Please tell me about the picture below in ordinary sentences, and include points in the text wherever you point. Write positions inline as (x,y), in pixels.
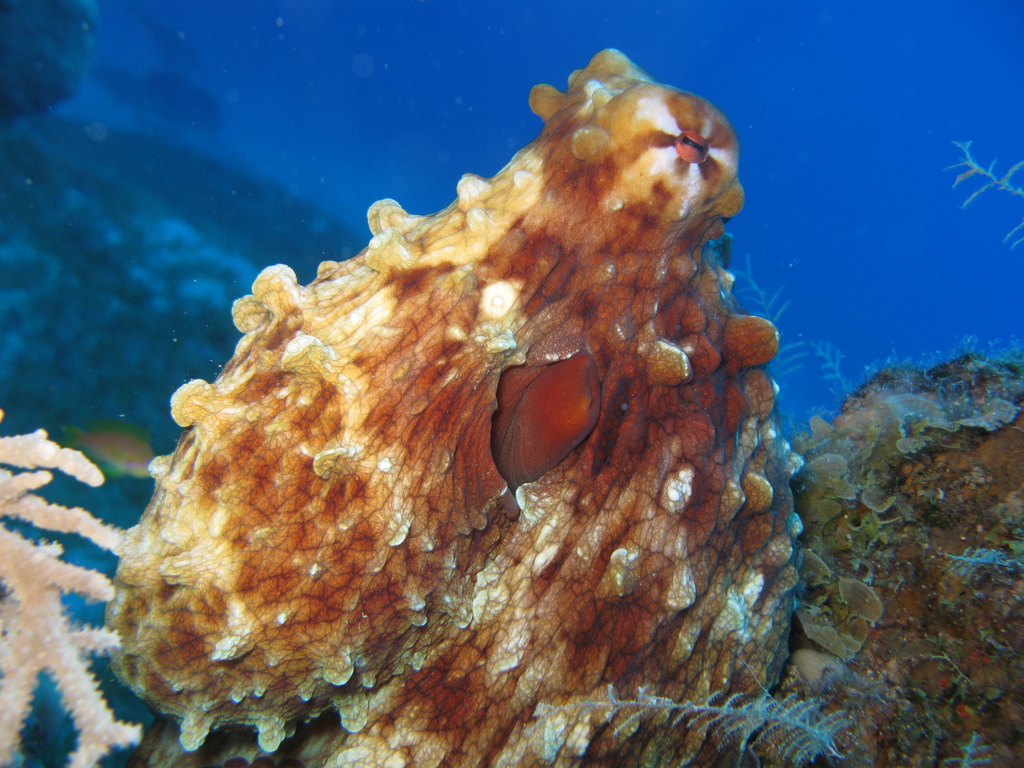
This is a zoomed in picture. In the foreground (628,194) we can see the marine objects (713,543). On the left (40,521) there is a marine plant (80,573). In the background (498,56) we can see the water (701,75).
